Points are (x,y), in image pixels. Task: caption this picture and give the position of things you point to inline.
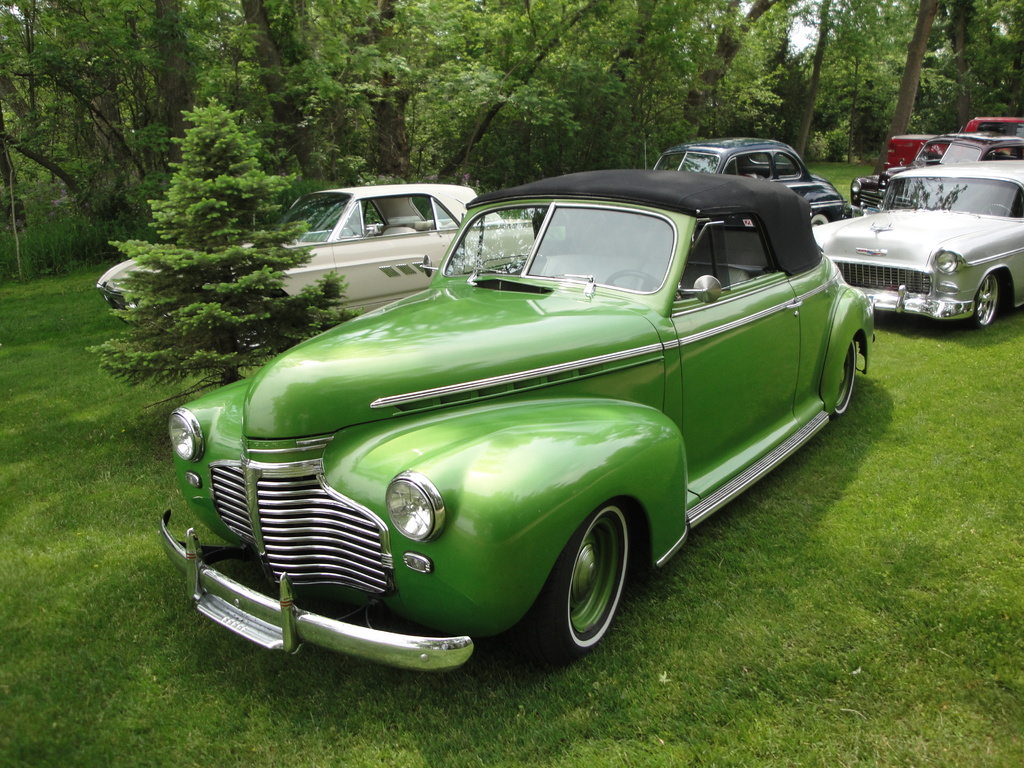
In this picture there are vehicles (942,175) on the grass (708,526) and we can see trees (158,283) and plants (158,283). In the background of the image (795,17) we can see the sky (796,35).
